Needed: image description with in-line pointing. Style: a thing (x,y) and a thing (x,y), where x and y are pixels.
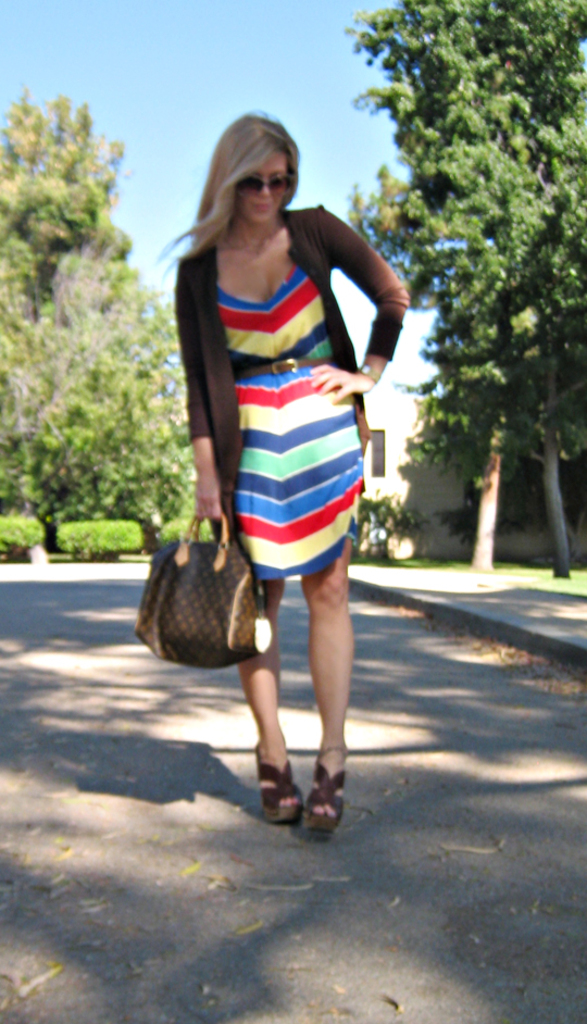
She is standing. She is holding a handbag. She is wearing spectacle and she is wearing a watch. She is wearing a colorful dress (284,462). We can see in background (15,226) sky (201,101) and trees (104,480).
